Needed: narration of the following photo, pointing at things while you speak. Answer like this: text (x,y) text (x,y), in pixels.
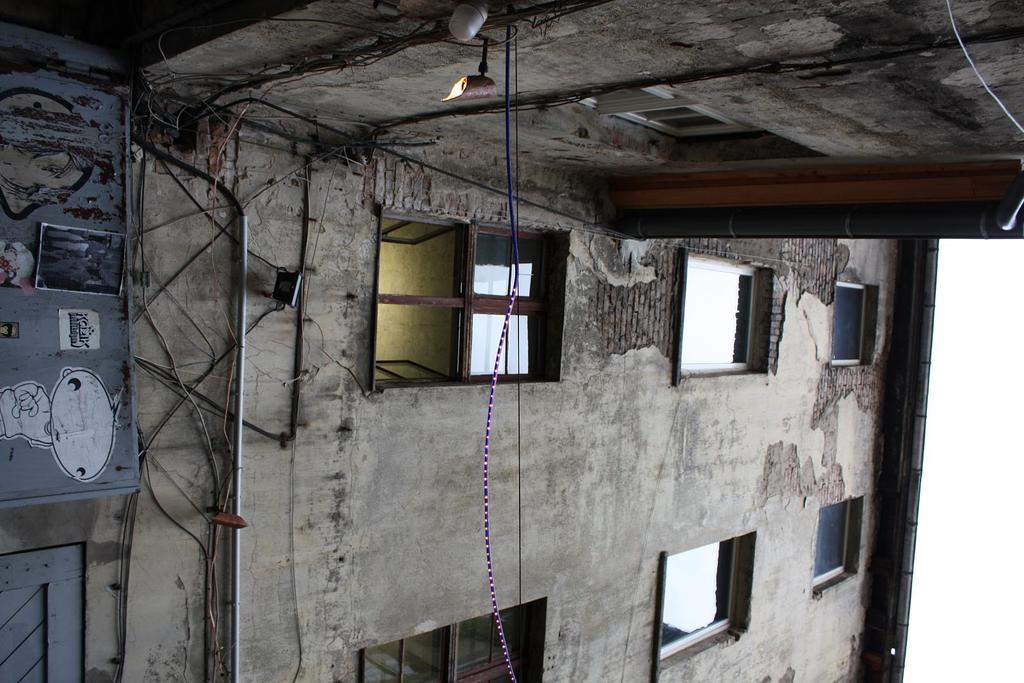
In this image in the center (666,453) there are some buildings (417,288), ropes (203,114), windows (526,618) and at the top (666,80) there is wall (572,116).
